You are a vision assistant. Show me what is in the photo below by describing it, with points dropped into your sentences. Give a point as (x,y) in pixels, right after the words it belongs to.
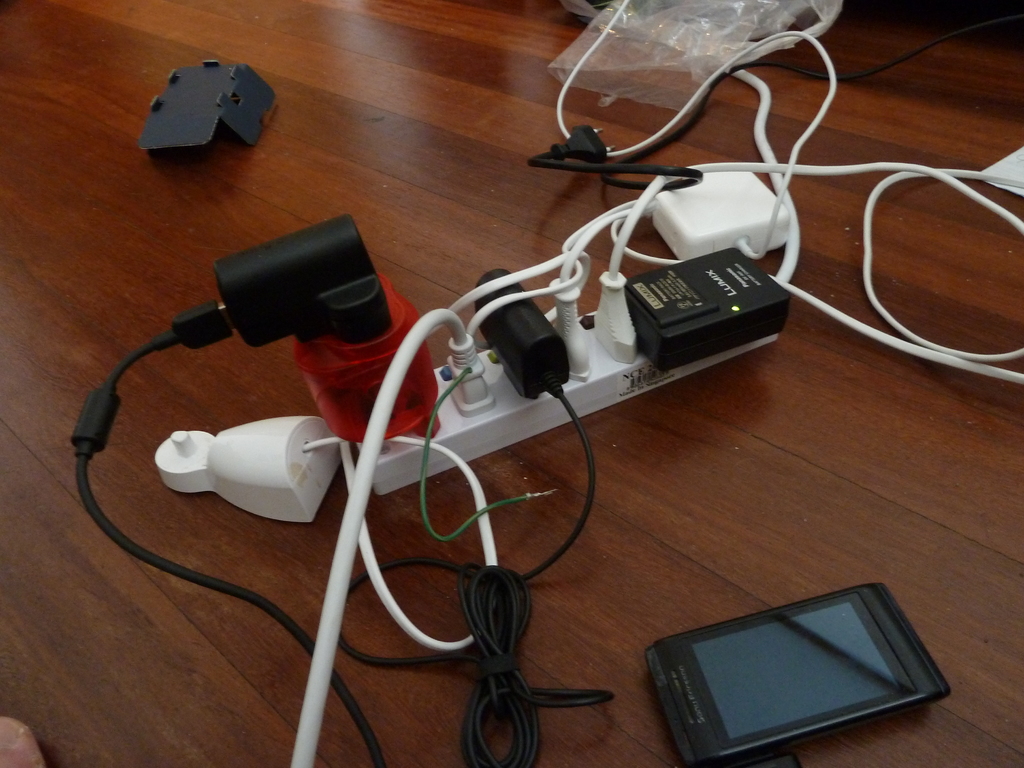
In this image I can see a mobile phone (813,696) and many wires (575,415) are connected to a socket (505,408) and there is a polythene cover (736,30) on a wooden surface (693,447).
